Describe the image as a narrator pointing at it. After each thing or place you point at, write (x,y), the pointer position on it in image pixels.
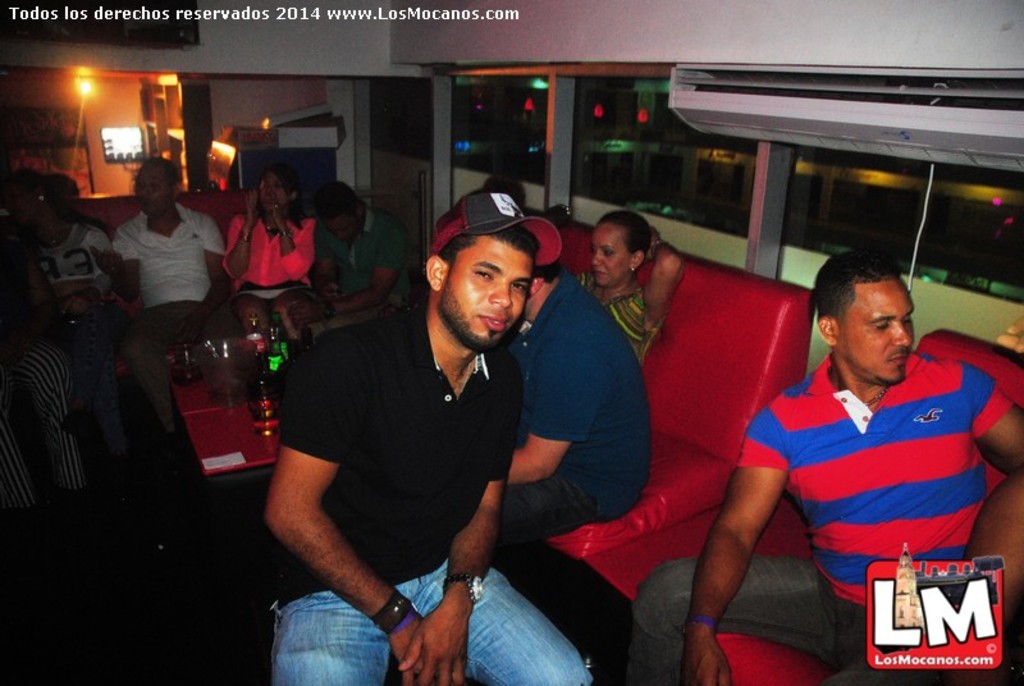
In this picture we can see some people (554,266) sitting on sofas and in front of them we can see the table (236,418) with bottles (250,331) on it. In the background (423,137) we can see the walls (258,36), windows (493,120), light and some objects (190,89).
